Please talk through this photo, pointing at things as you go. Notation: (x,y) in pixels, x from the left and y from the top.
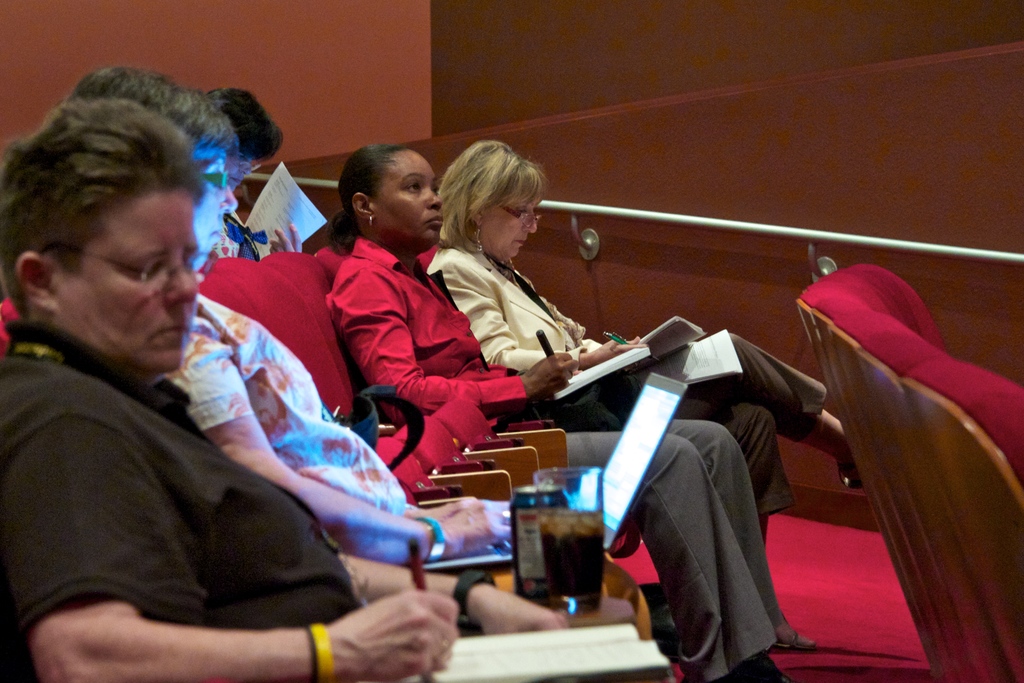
In the image we can see there are people (189,304) wearing clothes (365,343) and some of them are wearing spectacles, they are holding a book (548,638) and a pen (416,572) in their hand (536,622). They are sitting on the chair (284,281), this is a floor (773,518), wall (351,62), paper (284,182), hand band (323,654) and ear studs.
